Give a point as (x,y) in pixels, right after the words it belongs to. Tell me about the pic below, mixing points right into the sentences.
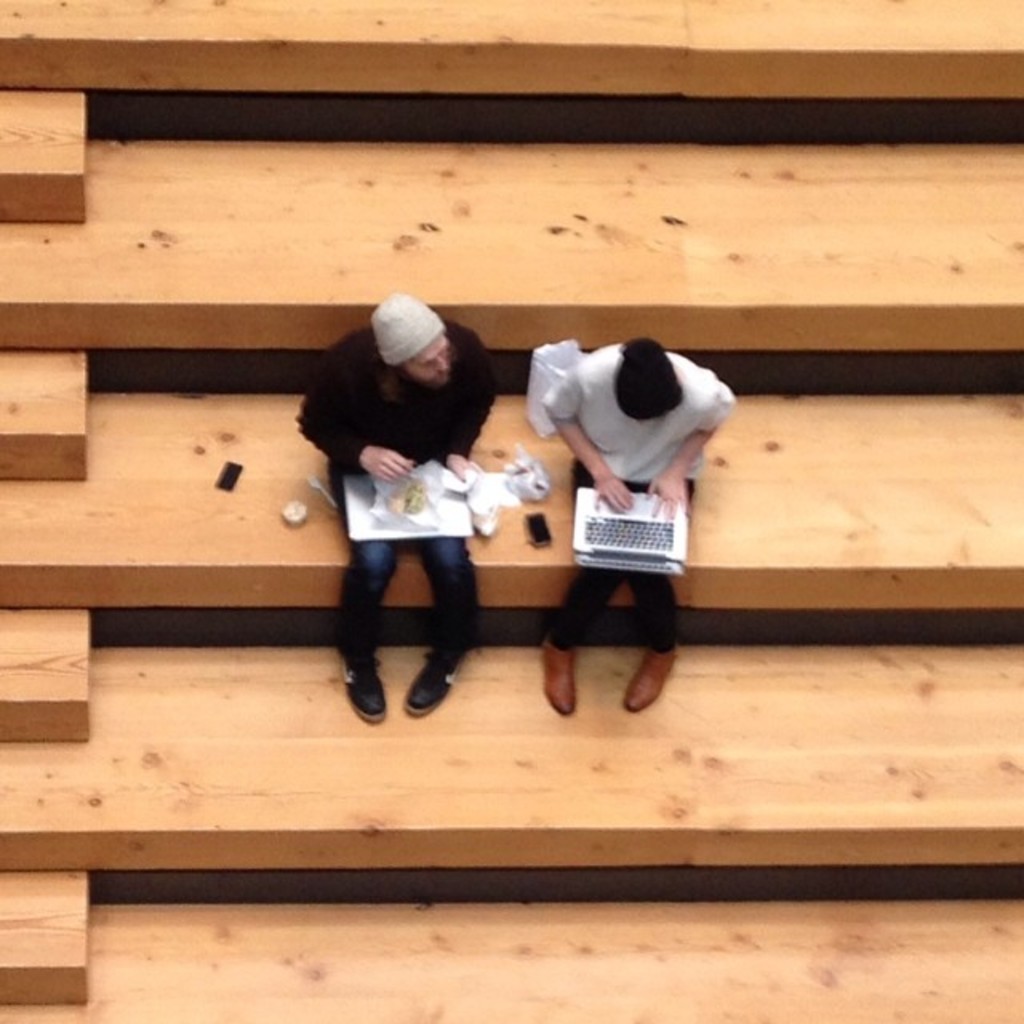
In this image we can see a person (416,326) wearing the cap (407,334) and holding the paper (393,493). We can also see another person (624,403) with a laptop (675,509) and these two persons (644,444) are sitting on the wooden stairs (834,504) and on the stairs (270,527) we can see two mobile phones (535,541), papers (518,496), cup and also a fork (332,501).
